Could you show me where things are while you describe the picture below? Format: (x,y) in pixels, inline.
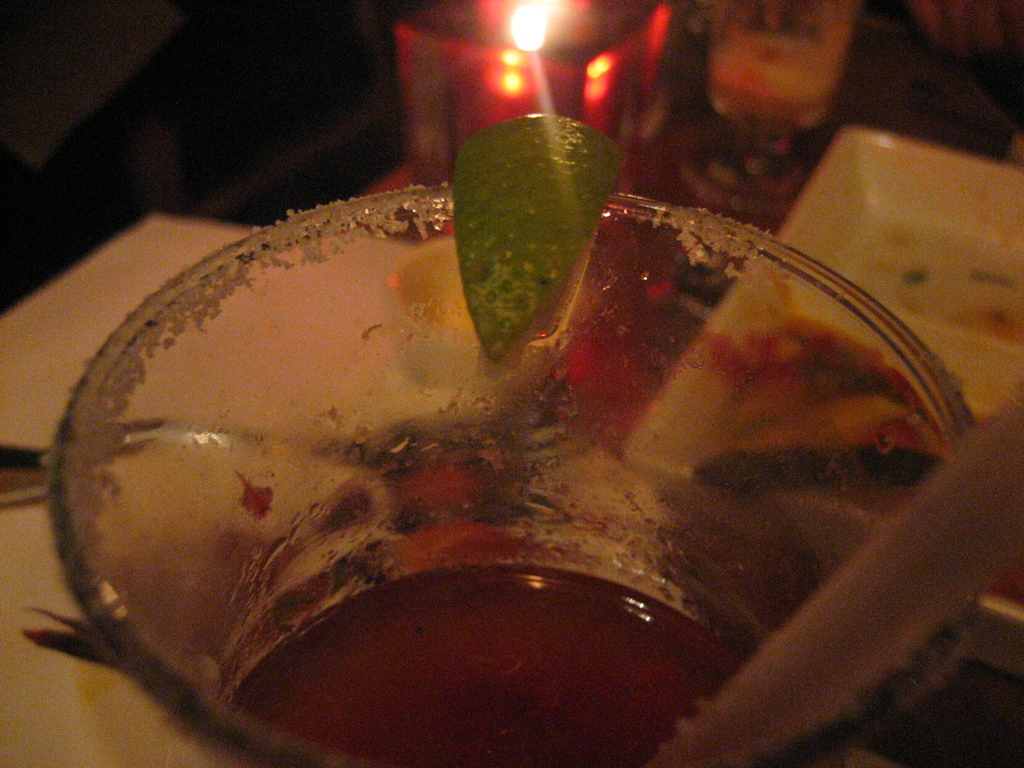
This picture is blur. In this picture we can see a green lime (551,197), straw (975,529) and a glass (795,448) with drink (445,590). In the background (563,21) we can see a candle (555,25) and a plate (848,139).
